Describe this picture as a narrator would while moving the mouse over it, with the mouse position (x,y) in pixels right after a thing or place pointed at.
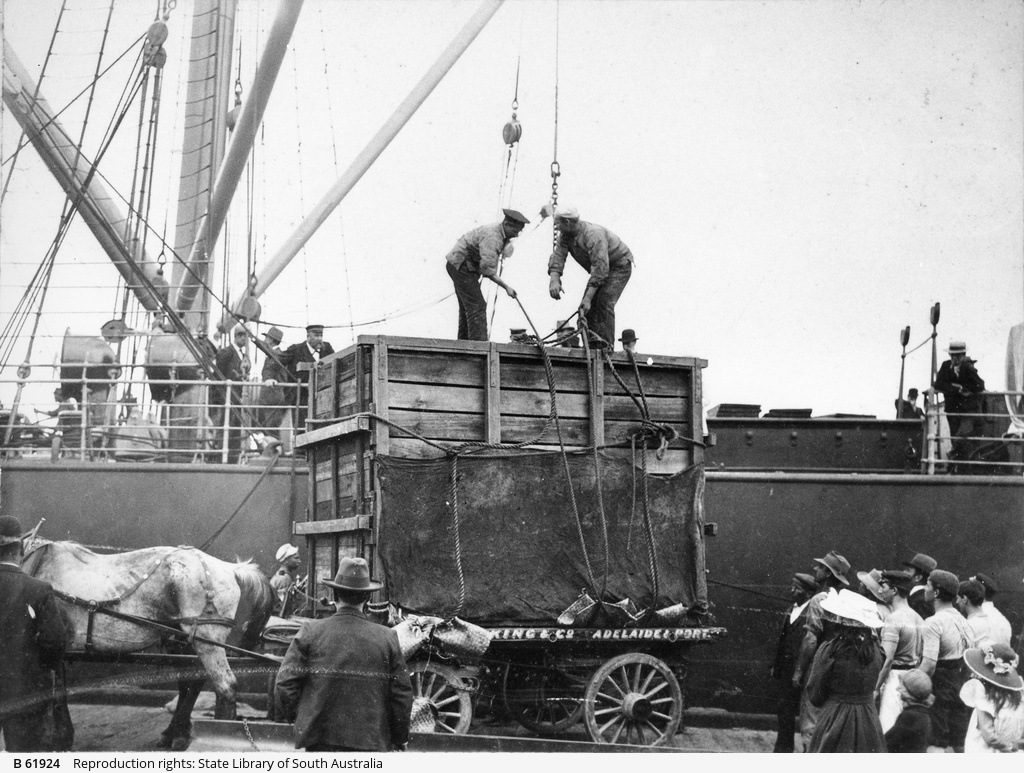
In this image in the front (304,680) there are persons (845,683) standing. In the center (465,351) there is a horse cart (434,557) and in the background (854,495) there is a ship (861,483) and on the ship (166,338) there are persons (969,385) and there is a pole (204,120) and there are ropes (151,112) and there are persons (556,279) standing on the cart (472,410).
